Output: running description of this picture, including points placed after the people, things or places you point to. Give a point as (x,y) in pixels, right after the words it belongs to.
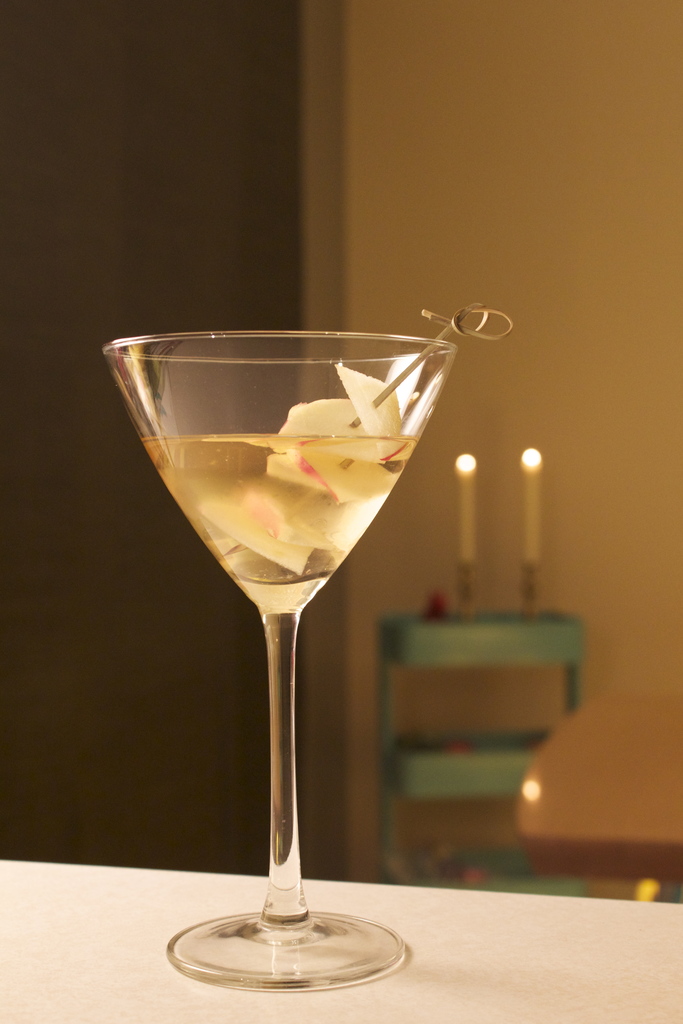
In the foreground of this image (276,451), there is a glass (229,338) with liquid (282,475) on a table (518,929). In the background (529,462), there are candles (473,537) on a stand (501,634) near a wall (473,289).
